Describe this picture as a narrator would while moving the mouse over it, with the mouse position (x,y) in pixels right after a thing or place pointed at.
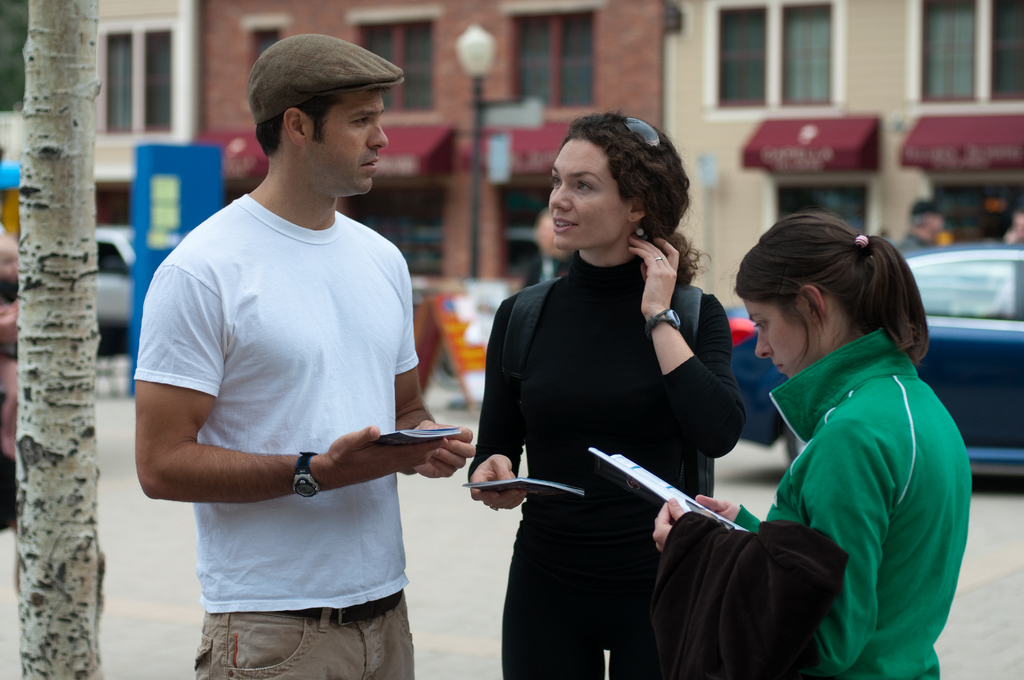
In this picture we can see three persons (591,405) standing here, on the left side (76,498) there is a tree (89,503), we can see a blue color car (937,364) here, in the background (825,200) there is a building (702,75), we can see a pole (473,138) and light (481,72) here, there is a hoarding (463,317) here.
